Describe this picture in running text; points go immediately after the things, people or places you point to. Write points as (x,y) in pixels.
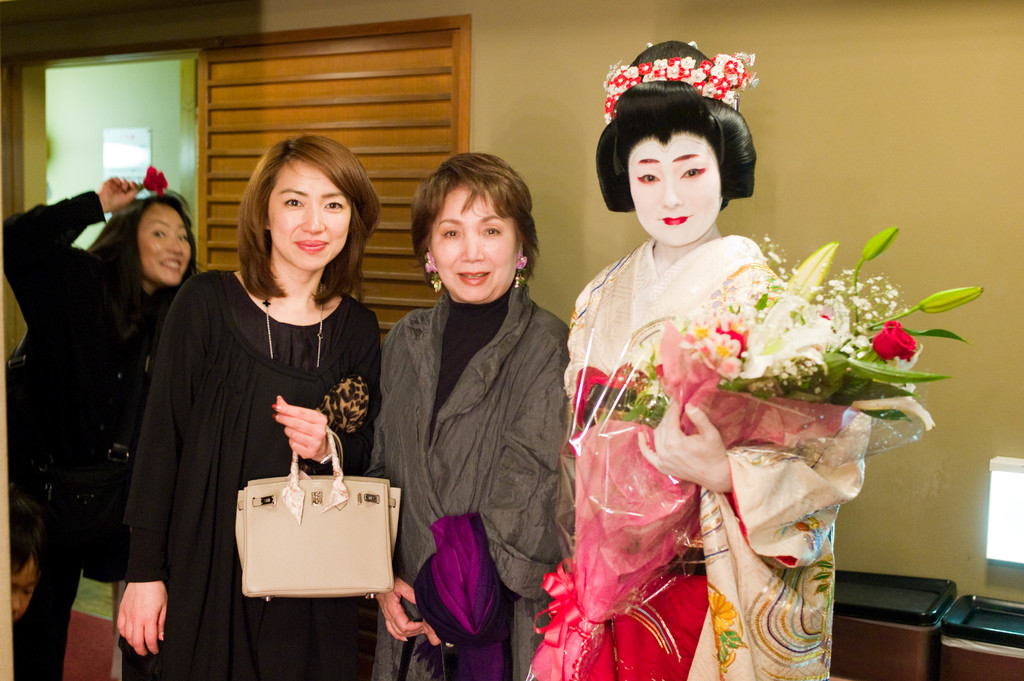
In this picture there are three women (692,441) in the center (520,388). Towards the left (237,491) there is a woman (297,356) in black dress (257,641) and she is holding a cream bag (343,454). Beside her there is another woman (502,445) wearing a grey jacket (504,413). Towards the right (735,586) there is a woman (765,263) wearing a Japanese costume (672,302), makeup (687,204) and holding a bouquet (720,385). Towards the left (109,202) there are two persons (106,227). In the background (796,89) there is a wall (512,138) with a door (368,82).
